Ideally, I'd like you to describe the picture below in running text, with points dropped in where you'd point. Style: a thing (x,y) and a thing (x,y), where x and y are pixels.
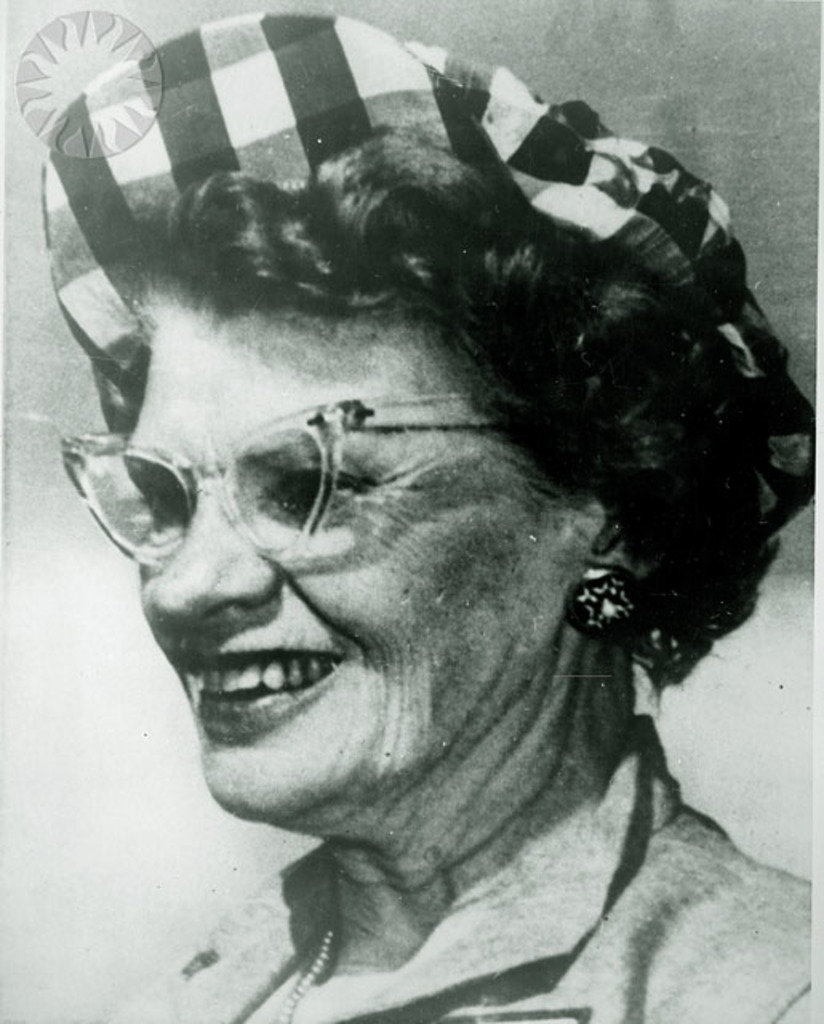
This is a black and white picture of a woman (212,665) with a smile (212,676) on her face (167,651).
